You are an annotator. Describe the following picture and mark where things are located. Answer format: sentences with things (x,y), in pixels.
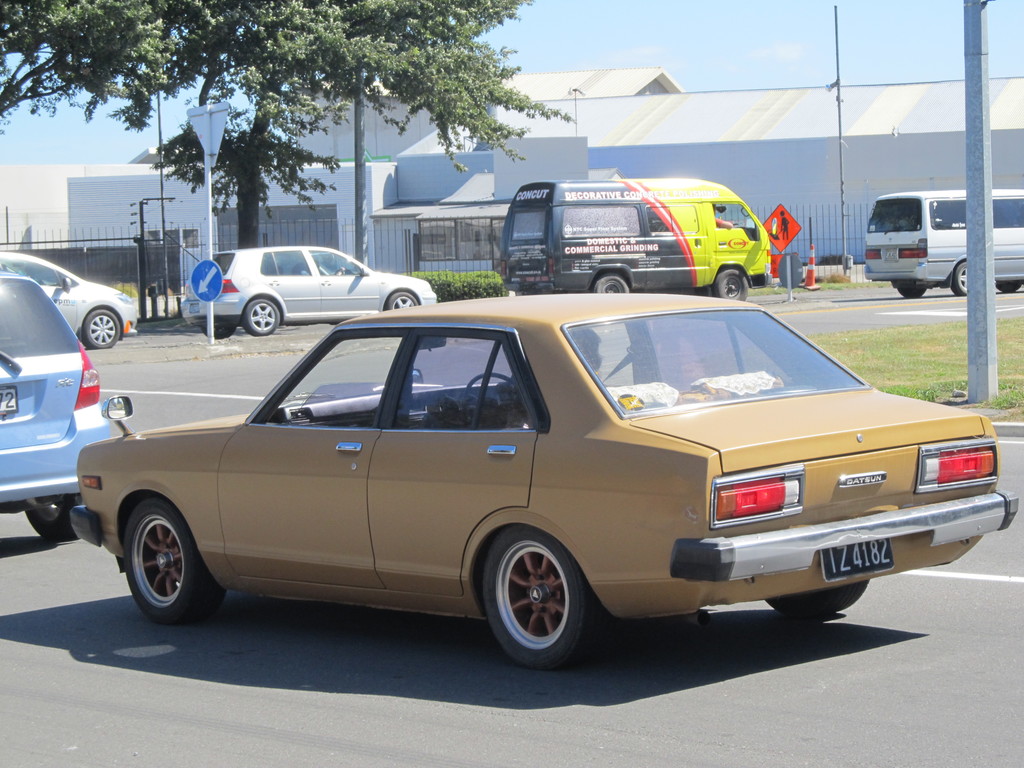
In this picture we can see vehicles (575,182) on the road (795,299), sign boards (782,225), grass (961,349), plants (474,296), traffic cone (809,269), poles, fences (445,239), sheds (617,103), tree (473,111) and some objects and in the background (638,47) we can see the sky (825,26).
